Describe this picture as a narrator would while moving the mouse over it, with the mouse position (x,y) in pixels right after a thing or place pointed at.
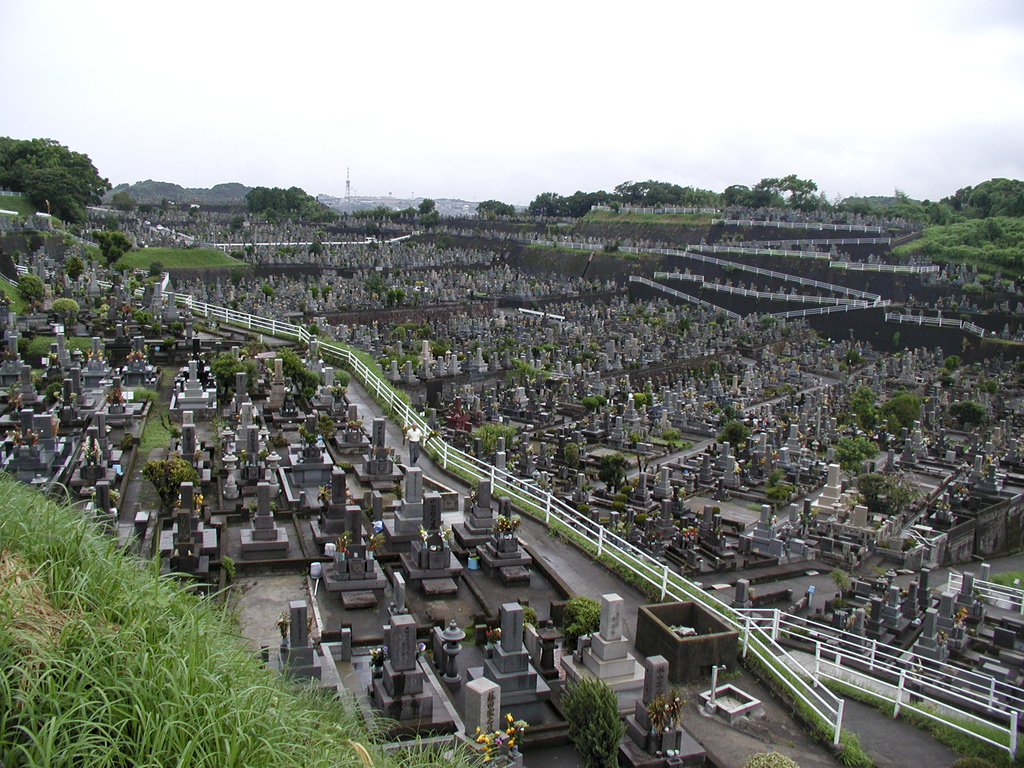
In this image I can see a group of gravestones (452,437) and I can see a person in the middle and I can see grass (152,631) at the bottom (90,637), at the top (653,11) I can see the sky (741,139) and trees (662,184).
